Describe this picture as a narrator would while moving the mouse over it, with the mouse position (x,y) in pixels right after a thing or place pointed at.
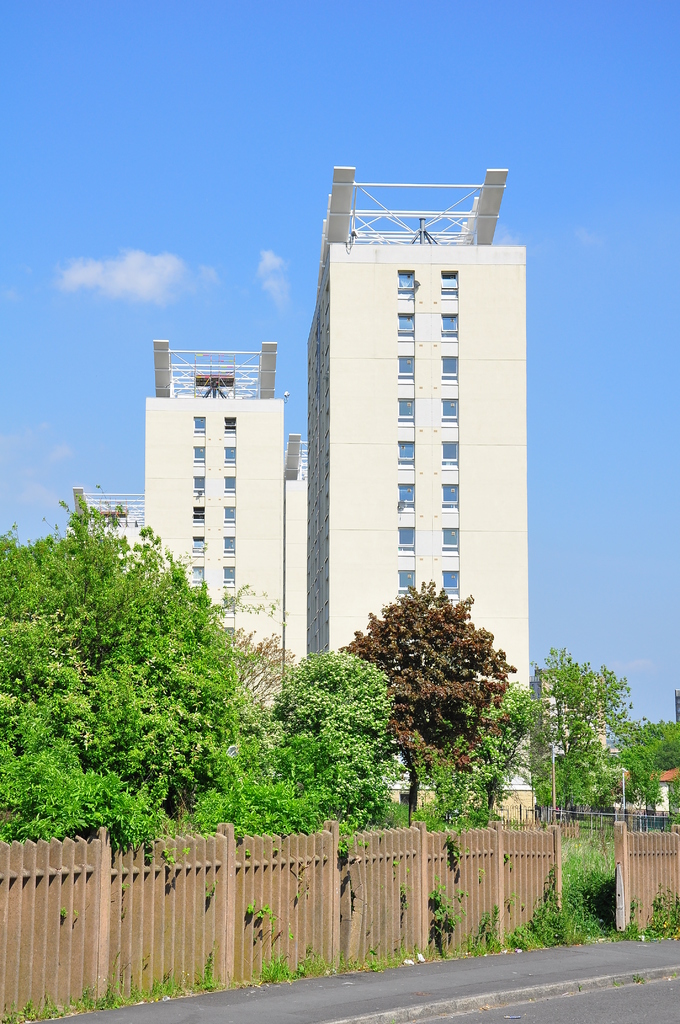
In this image in front there is a road (487,980). There is a wooden fence (485,896). In the background of the image (508,764) there are trees (562,771), light poles (624,796), buildings (397,501) and sky (124,476).
